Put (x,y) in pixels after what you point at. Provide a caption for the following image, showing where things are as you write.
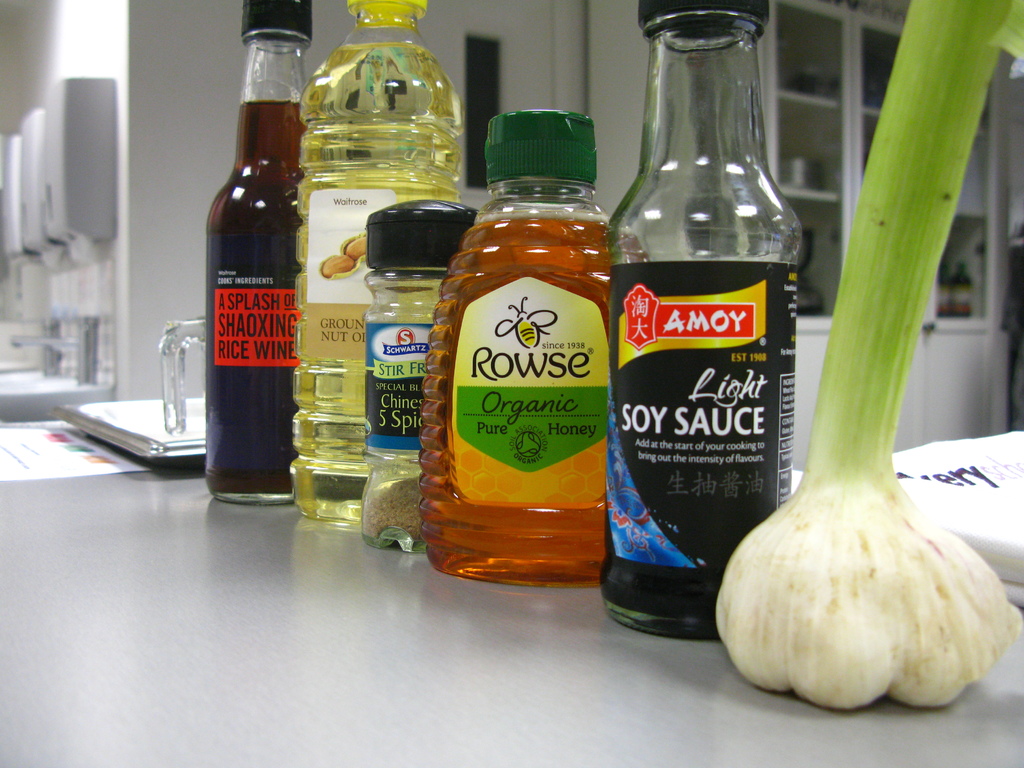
In this picture there are five different types of bottles (494,356) placed on the table (316,591). There is a vegetable (855,563) in the right side (873,390). In the background (157,167) there is a wall (160,175).
